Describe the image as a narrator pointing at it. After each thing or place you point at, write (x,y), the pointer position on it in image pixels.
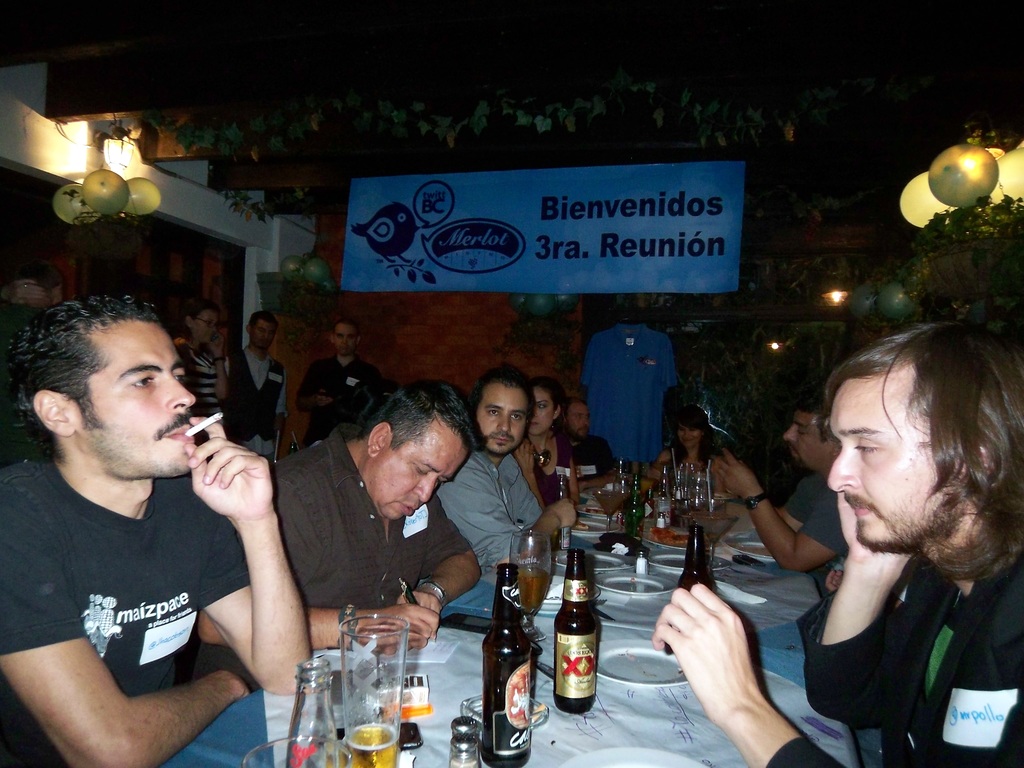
In this picture we can see some people (715,684) are sitting and taking the drinks (518,687) the bottles (560,623) on the table (618,716) and some plate (638,670) one guys (267,553) taking a cigarette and back of them there are few people (258,336) standing here and some light (929,214) over here and one banner (564,206) is present here.
